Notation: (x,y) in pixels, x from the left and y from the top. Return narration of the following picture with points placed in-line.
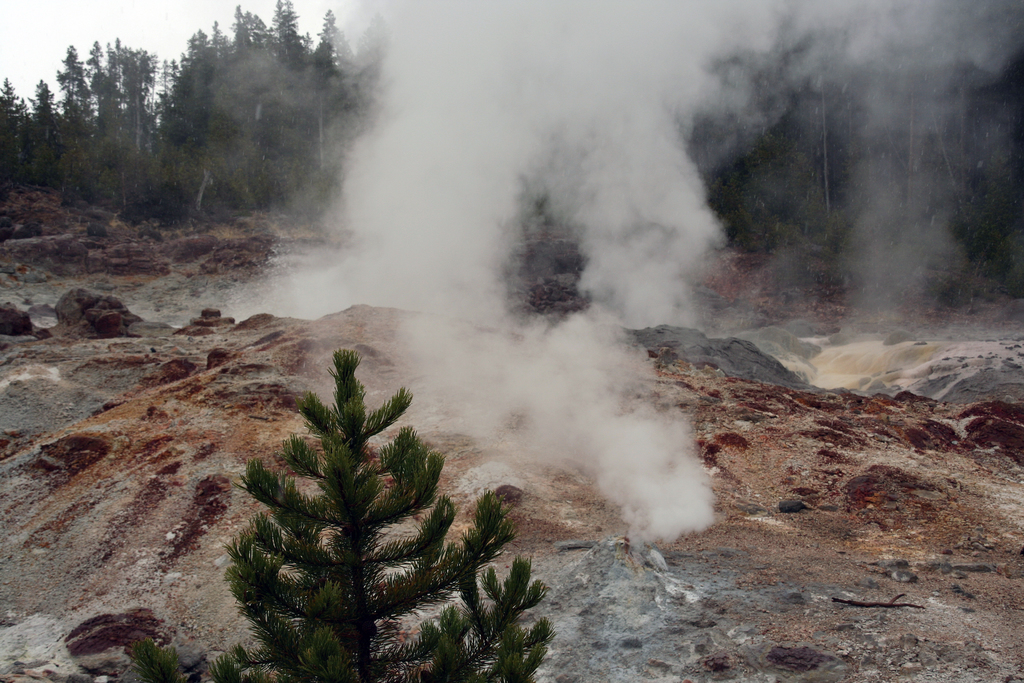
In this picture I can observe smoke (513,270). In the bottom of the picture (302,544) I can observe small tree (326,515). In the background (35,137) there are trees (155,128) and sky (154,47).
